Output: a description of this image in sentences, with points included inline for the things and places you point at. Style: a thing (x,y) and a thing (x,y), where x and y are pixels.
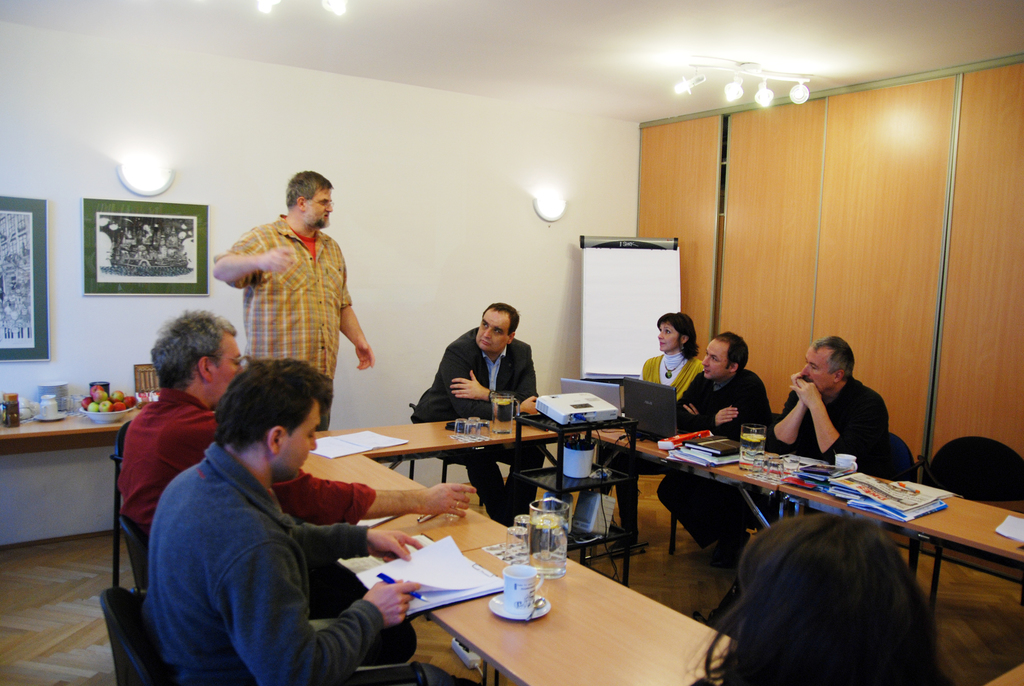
In this image we can see this people (196,570) are sitting on the chairs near table (495,641). There are books (705,453), papers (430,575), cups (517,575), glasses (521,552), projector (601,414) and laptop (665,421) on the table (666,455). In the background (324,265) we can see a man (300,326) standing, photo frame (189,289) on wall (108,318), fruit bowl (83,406) on table (81,419) and cupboards (757,290).
